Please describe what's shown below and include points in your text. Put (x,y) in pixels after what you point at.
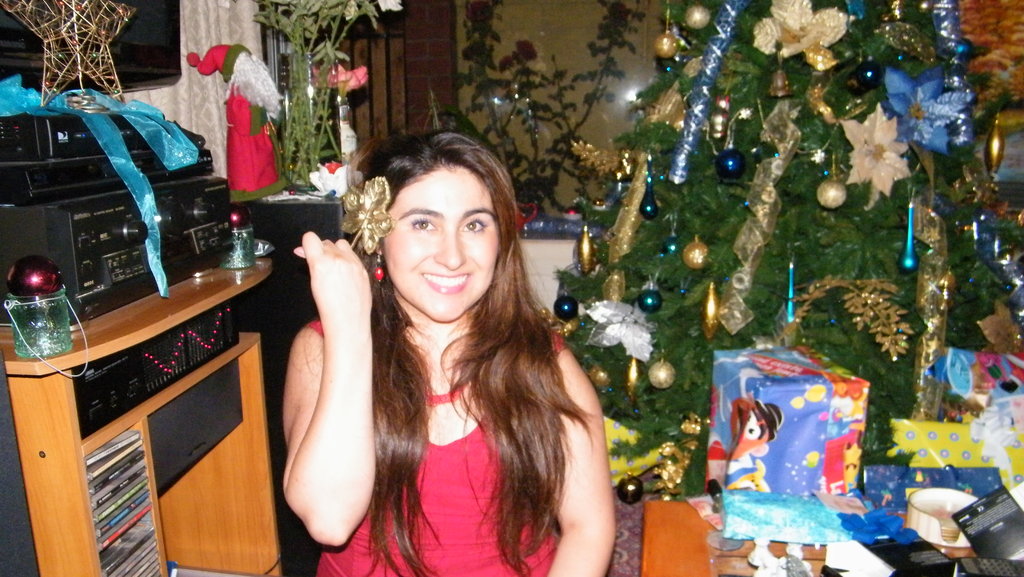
This image consists of a girl (431,464) wearing a red dress (473,480). On the right (930,328), we can see a xmas tree (941,181) along with the gift (808,451). On the left (215,214), there is a music player (200,208) on the desk (208,368). In the background (539,100), there is a plant (512,88) and a wall (432,83).
